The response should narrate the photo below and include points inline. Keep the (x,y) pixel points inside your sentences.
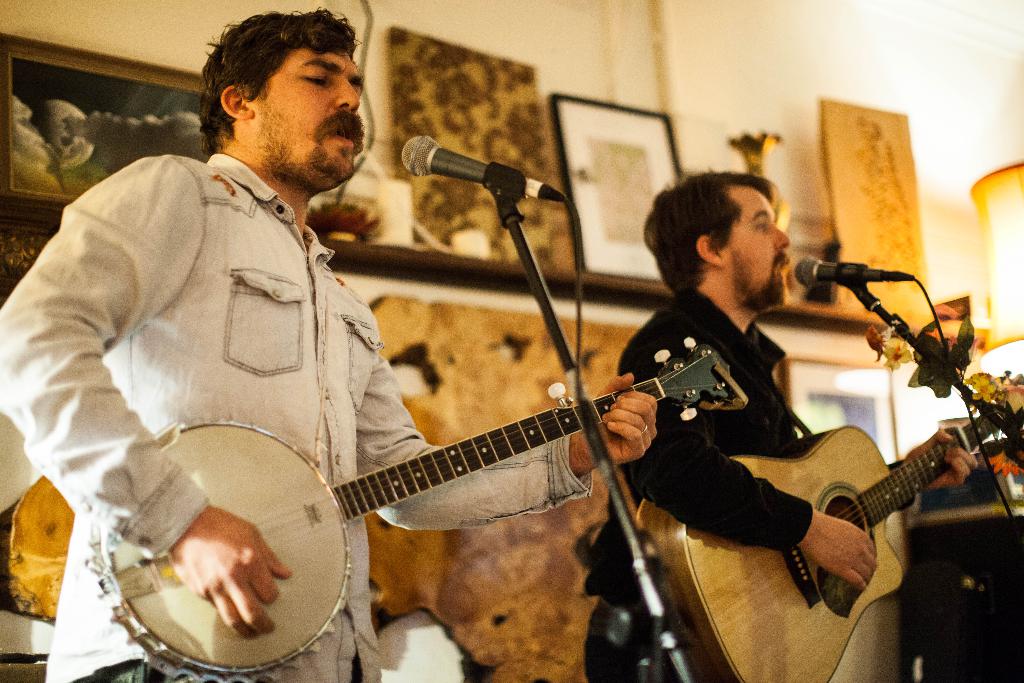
Here we can see two persons (747,210) are standing and playing the banjo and guitar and singing, and in front (552,317) here is the microphone (531,189) and stand (546,299), and at back (497,14) here is the wall (546,44) and photo frames (620,198) on it.
